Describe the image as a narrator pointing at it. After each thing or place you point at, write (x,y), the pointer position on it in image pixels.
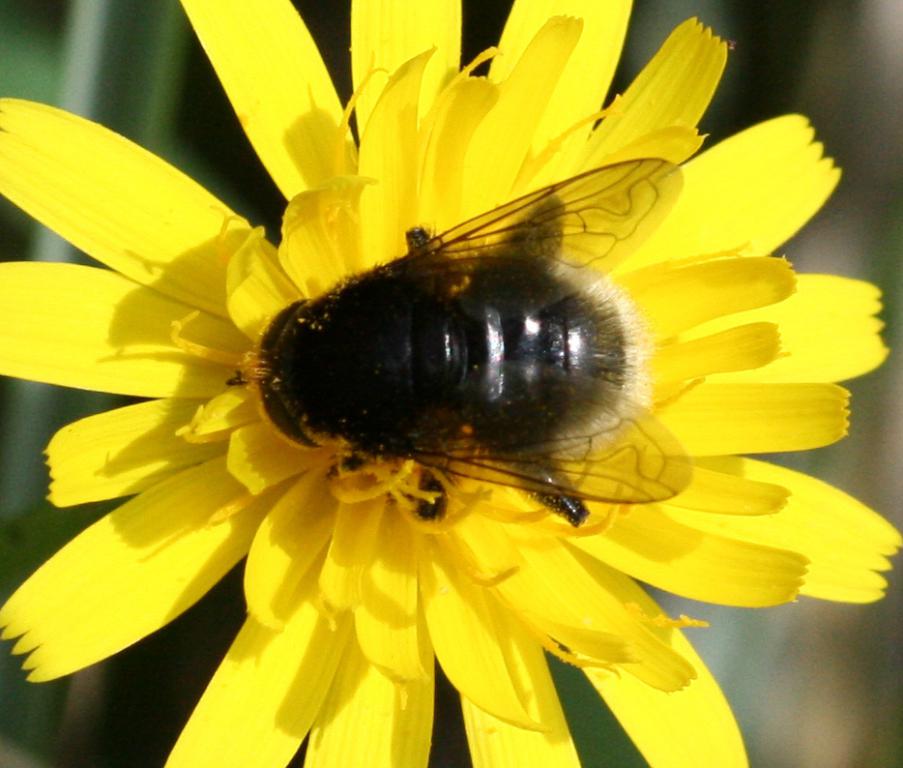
In this image I can see a yellow colour flower (488,108) and on it I can see a black colour insect (426,271). I can also see this image is little bit blurry in the background (767,46).
